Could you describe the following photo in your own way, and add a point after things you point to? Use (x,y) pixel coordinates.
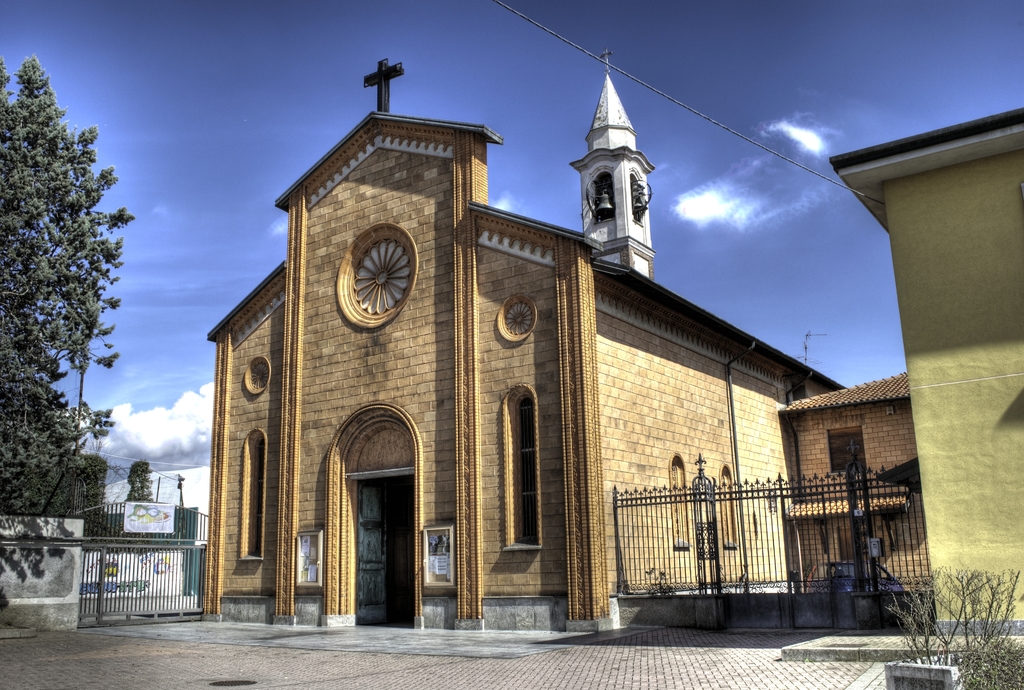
It is a church (444,474), there is a fencing (667,510) around the church (254,561) and in the left side (74,483) there are some trees (130,475), there is a wire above the church (610,94) and in the background (693,115) there is a sky (680,272).
